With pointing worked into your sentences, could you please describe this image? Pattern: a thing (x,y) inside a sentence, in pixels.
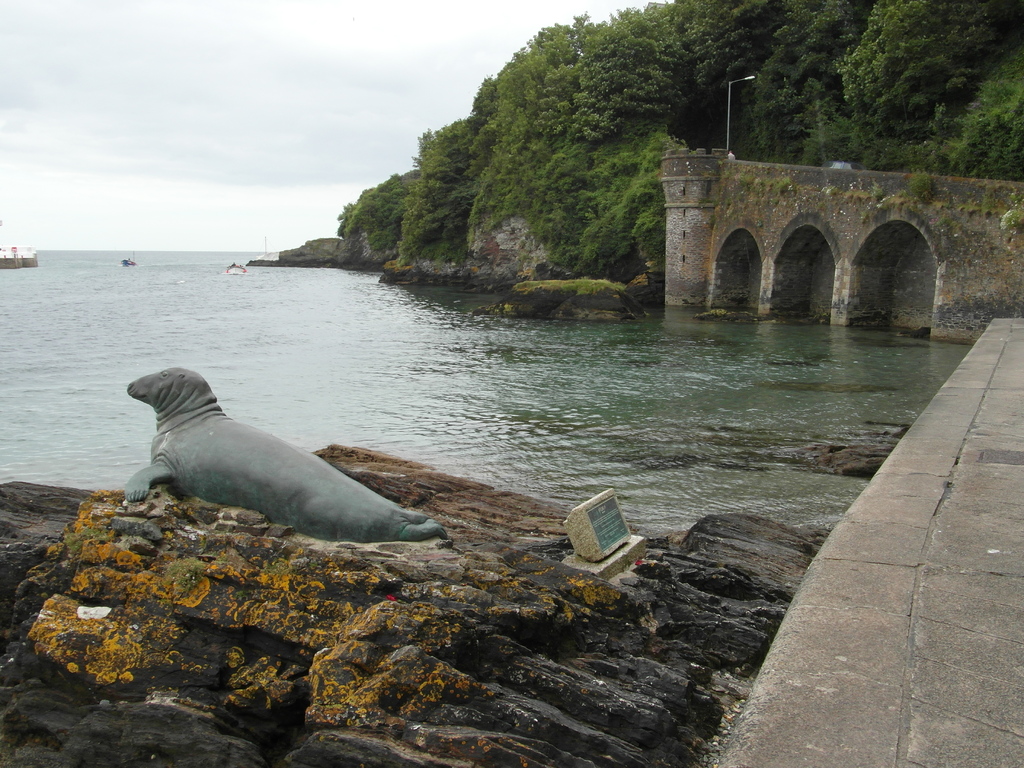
In the center of the image (515,503) there is a rock (277,662). On the rock (287,634), we can see one statue (291,501). Beside the statue (315,505), we can see one object (591,566). On the right side of the image (977,465), there is a wall (947,414). In the background (239,183), we can see the sky (220,70), clouds (242,78), trees (706,64), water (232,340), one bridge (882,203) with arches (785,241), one pole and a few other objects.
